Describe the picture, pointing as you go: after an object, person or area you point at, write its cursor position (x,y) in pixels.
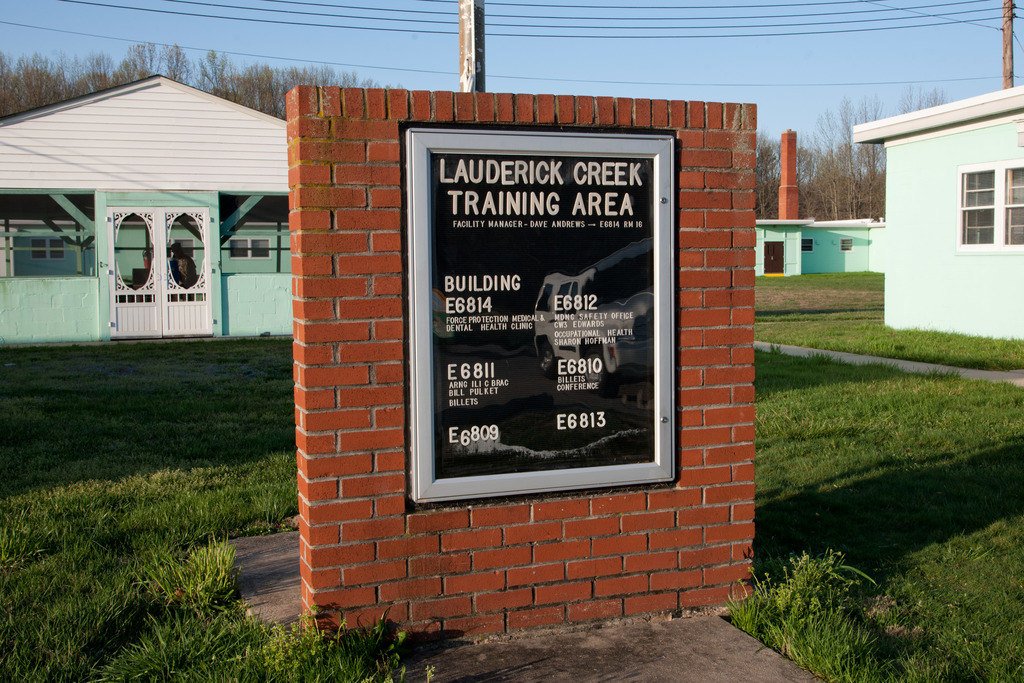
In the image I can see a brick wall (599,506) to which there is a frame (463,421) and around there are some houses (240,215), tree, plants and some grass (242,676).
